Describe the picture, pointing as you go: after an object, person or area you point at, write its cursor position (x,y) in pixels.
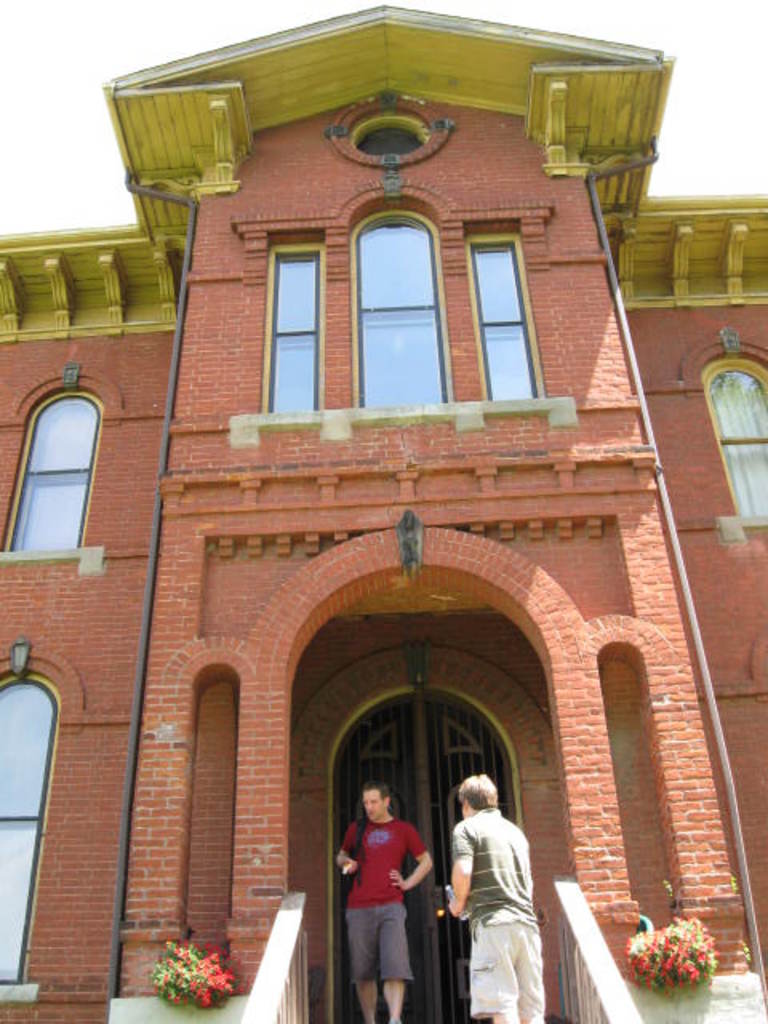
In this image, I can see a building (472,760). In front of the building (504,714) there are two persons (478,899) standing and I can see the plants (637,939) with flowers (637,939). There is a white background (64,165).
